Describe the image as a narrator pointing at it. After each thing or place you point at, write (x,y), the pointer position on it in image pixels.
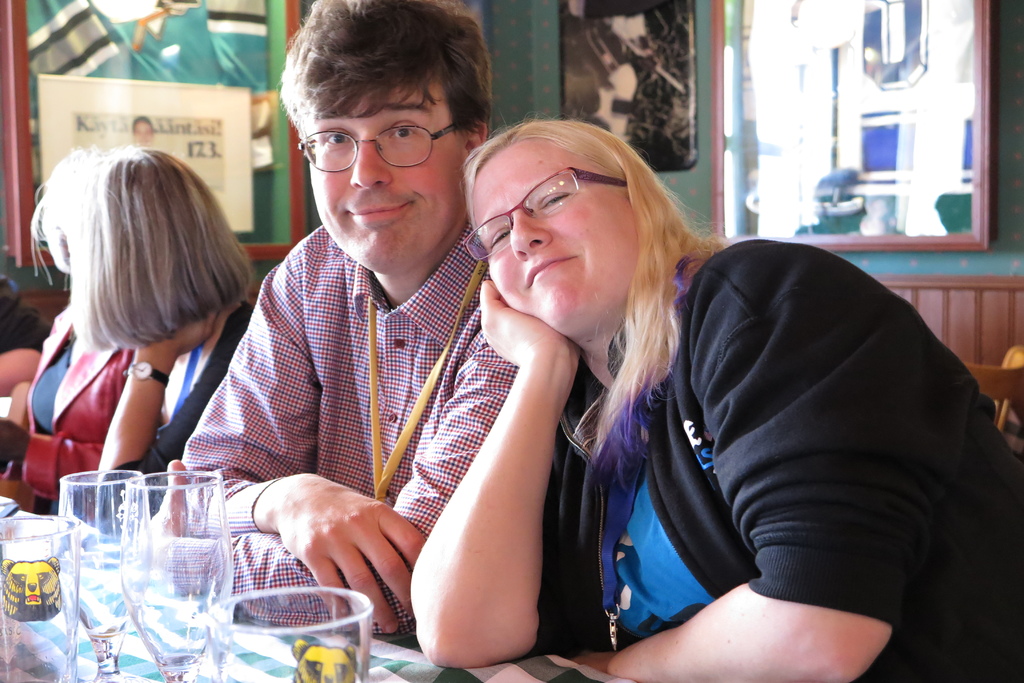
In this image I can see a man (438,232) is there, he is wearing spectacles (419,149), shirt (405,359). Beside him there is a woman (777,491) leaning on him, she is wearing a black color sweater (797,435). On the left side (175,597) there are wine glasses (282,600) on this table (583,672), on the right side (825,128) there is mirror (827,99) on the wall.
